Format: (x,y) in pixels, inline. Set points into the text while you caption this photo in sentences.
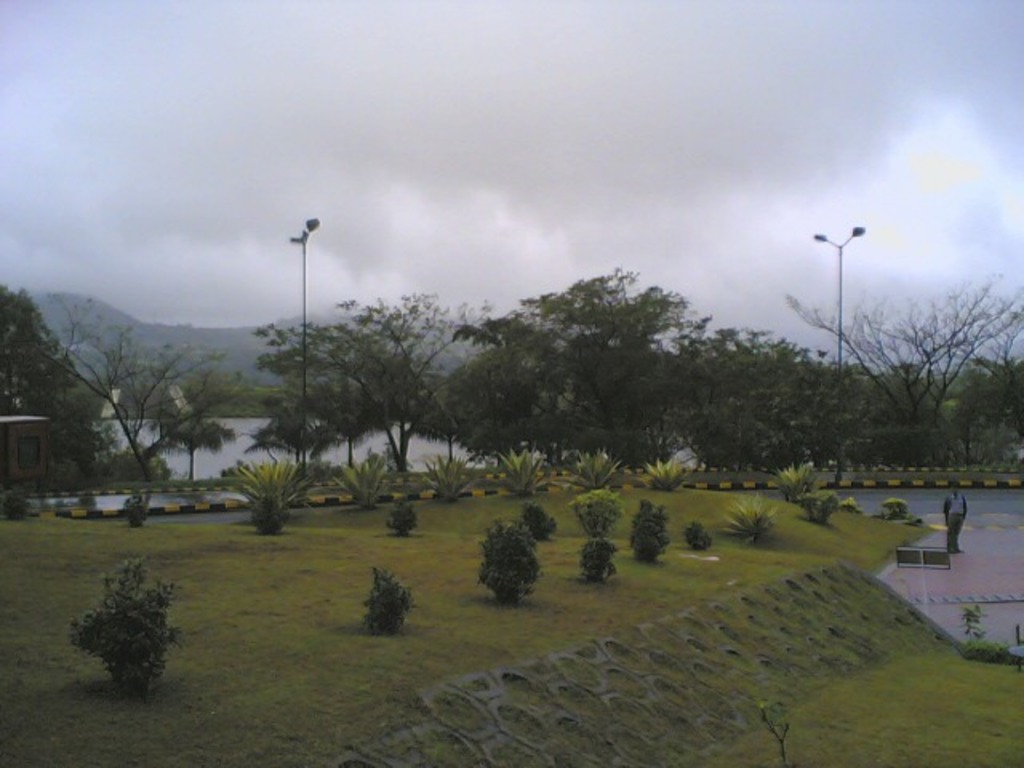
In this image there are some trees (870,345) poles (841,347), lights (815,239), plants (1003,644). On the right side (963,498) there is one person (957,524) standing, and also i can see some boards (939,559) and walkway (59,498) in the center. In the background (145,356) there are mountains (199,351), and at the top of the image (609,141) there is sky (513,117).
